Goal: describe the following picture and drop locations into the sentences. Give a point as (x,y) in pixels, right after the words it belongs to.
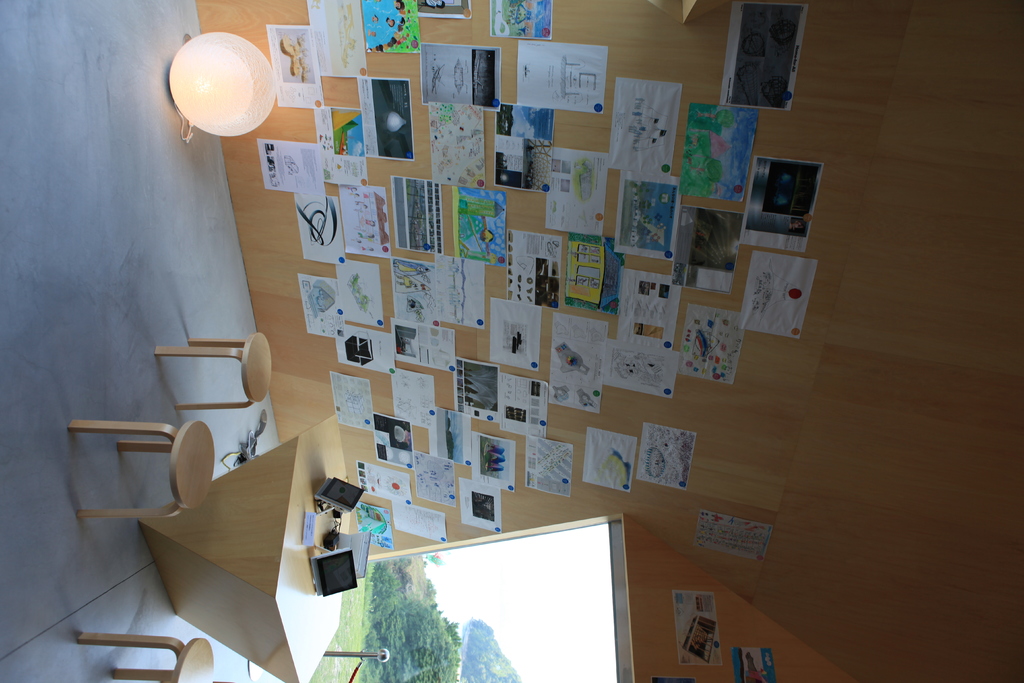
In this image on the left side (331,565) there is a table (333,599), on the table (333,599) there are laptops (345,561) and beside the table (204,510) there are some chairs (196,649). In the center (454,412) there are some posters (678,105) on the wall (901,524), and on the left side (56,196) there is floor (90,234) and on the floor (147,174) there is one light (229,132). At the bottom (552,577) there is door (539,550), and in the background (447,622) there are some trees (370,629) and grass (364,614).
